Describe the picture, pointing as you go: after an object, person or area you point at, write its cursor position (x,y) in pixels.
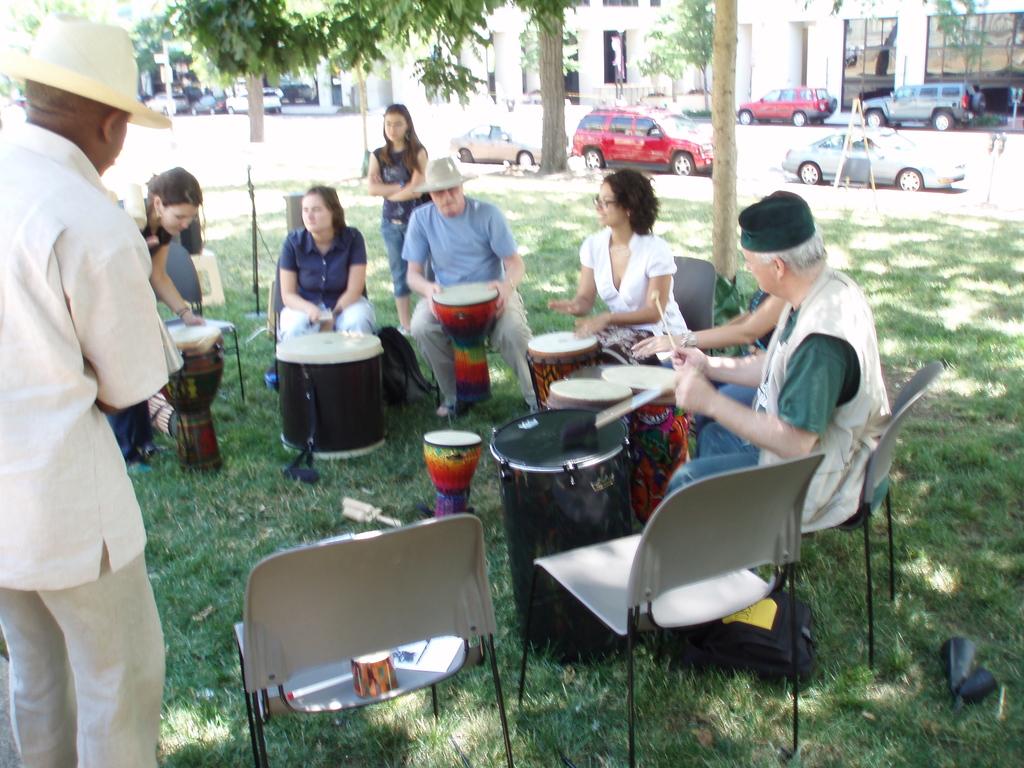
In this image there are people (593,255) sitting on chairs (232,327) and playing musical instruments (319,332) and there are two people (373,193) standing on a grassland (263,198), in the background (294,123) there are cars (889,115) on a road (942,134) and there are trees (466,82), buildings (508,62).
